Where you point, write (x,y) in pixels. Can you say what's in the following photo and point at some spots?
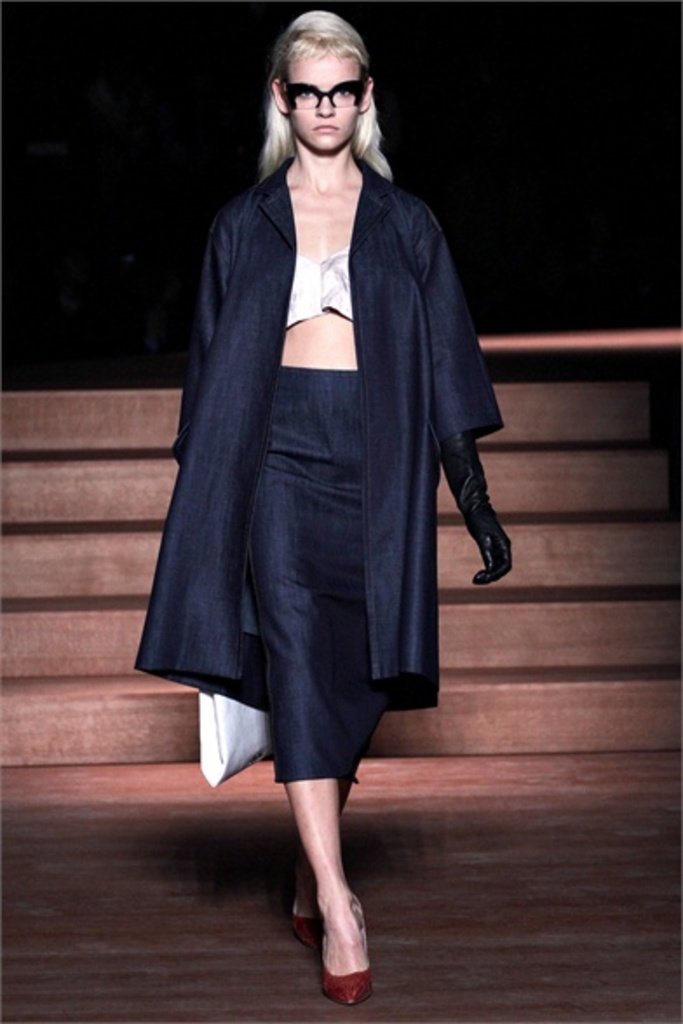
In this image there is a woman (344,614) walking, she is wearing spectacles (337,91), there is floor (454,972) towards the bottom of the image (430,905), there are stairs (596,544), the background of the image (490,118) is dark.
